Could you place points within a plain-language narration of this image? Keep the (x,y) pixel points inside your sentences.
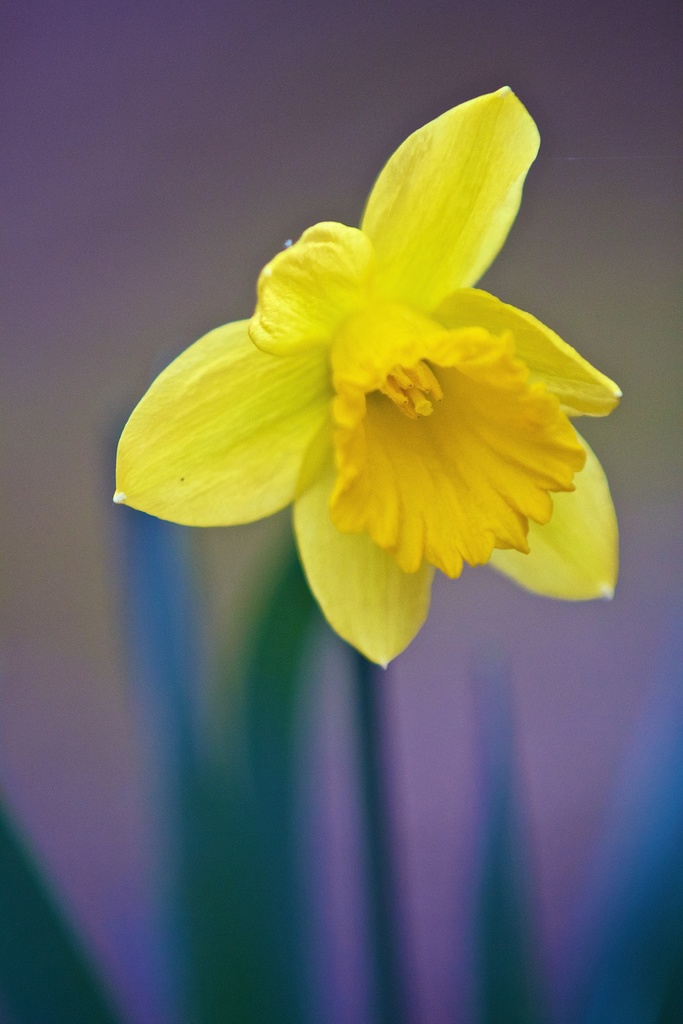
There is an yellow flower (240,438) in the picture and the background of the flower (437,417) is blue.
